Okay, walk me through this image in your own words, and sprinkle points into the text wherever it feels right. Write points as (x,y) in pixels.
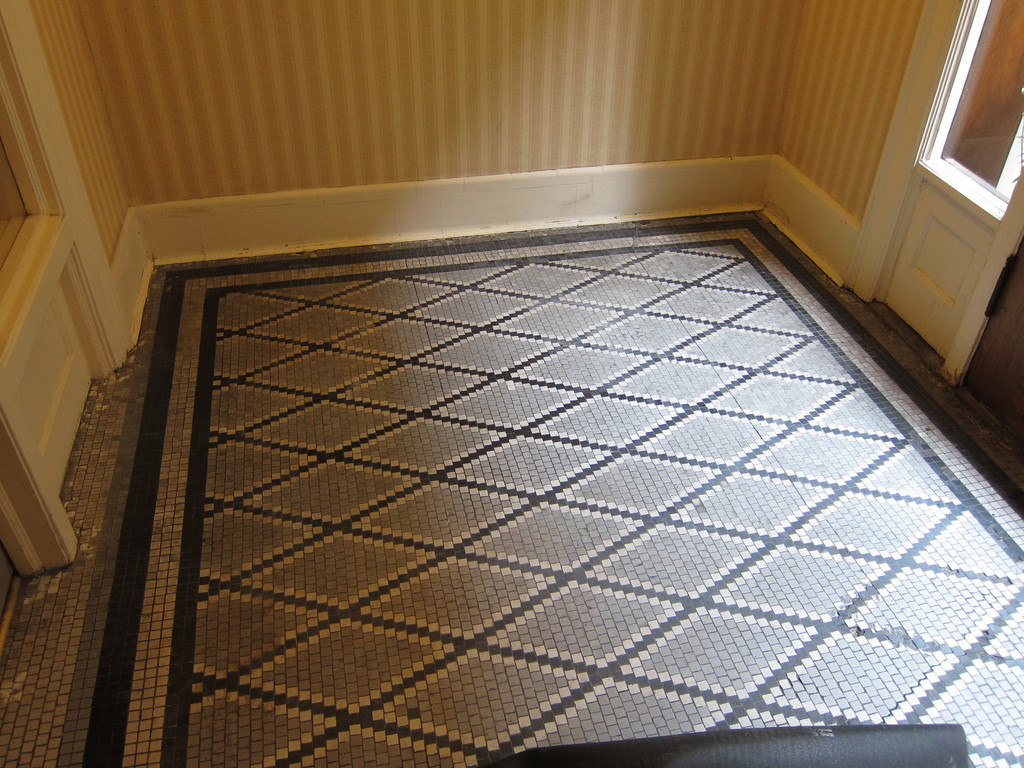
In this image at the bottom (190,604) there is a floor (83,435), and in the background (568,185) there is wall (295,212) and a window (965,178).
